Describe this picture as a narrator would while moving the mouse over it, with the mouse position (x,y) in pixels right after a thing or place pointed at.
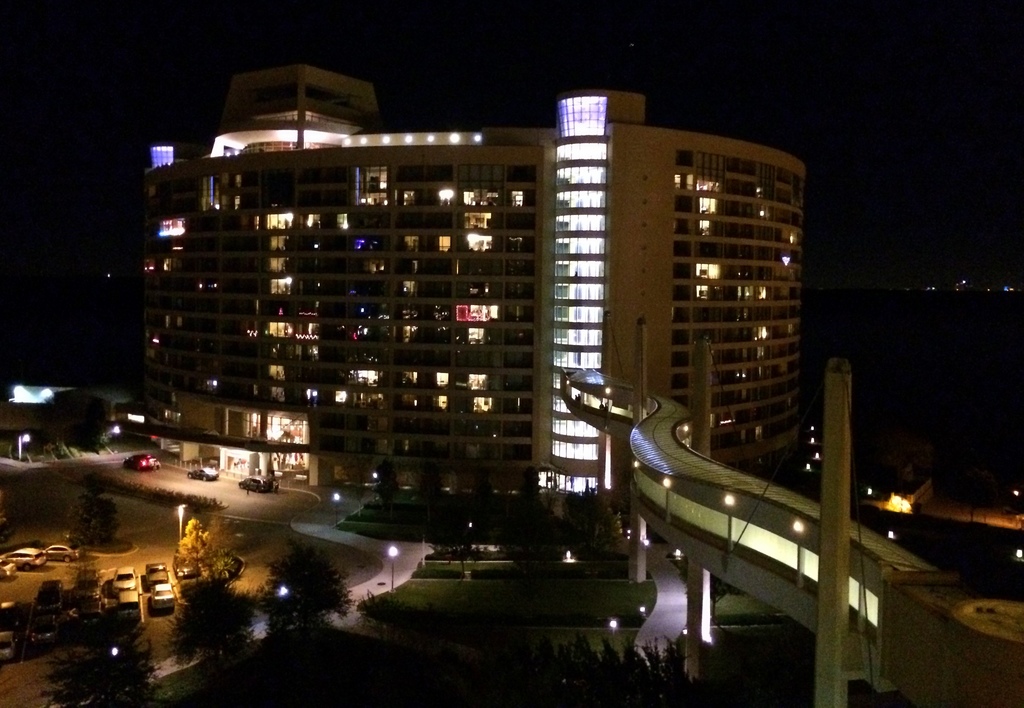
In this picture I can see the buildings (748,187). In the bottom left corner (7,601) I can see many cars (45,600) which are parked in the parking (166,564). Beside that I can see the trees (97,646), plants (207,560) and grass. At the top (616,53) I can see the sky (664,48). On the right (829,646) I can see the bridge (850,606), window (876,598), poles (850,606) and other objects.
